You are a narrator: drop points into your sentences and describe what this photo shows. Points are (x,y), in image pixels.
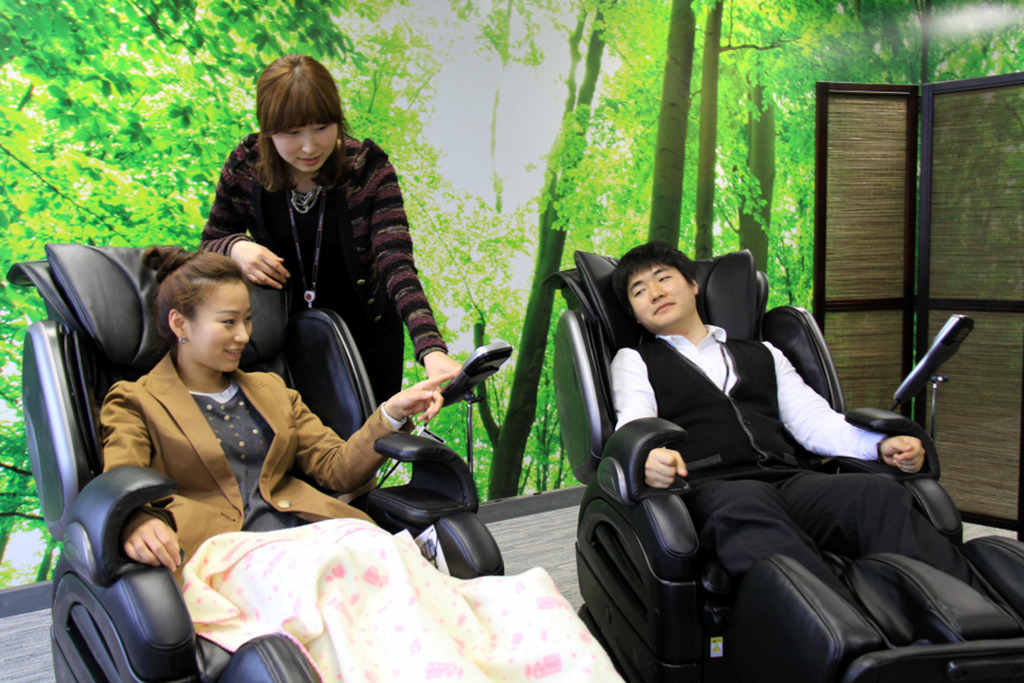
There are two persons (262,462) sitting in massage chair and there is a woman (332,237) standing behind them and the ground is grey in color.
